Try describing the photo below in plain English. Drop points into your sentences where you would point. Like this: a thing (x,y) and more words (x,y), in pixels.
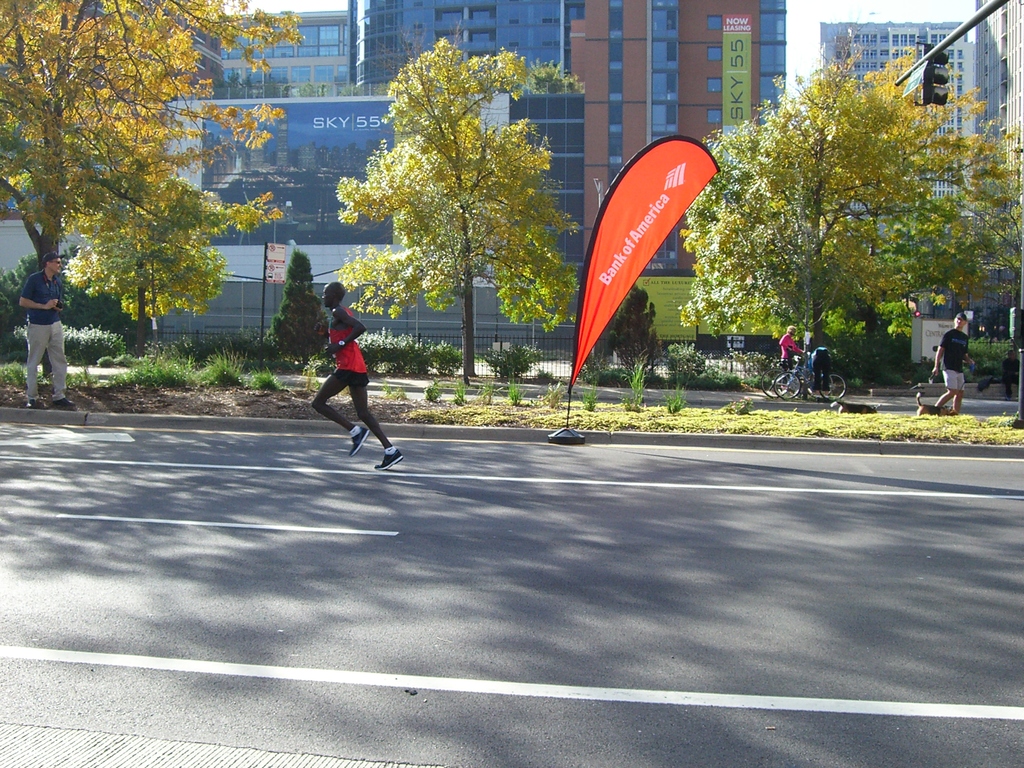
This is an outside view. Here I can see a person (356,376) running on the road (336,437) towards the left side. On the left side (33,331) there is a man (46,318) holding a camera (61,301) in the hand (48,307) and standing beside the road (72,481) facing towards the right side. On the right side (946,369) there is another man (950,361) walking by holding the belt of a dog (929,409). In the background (820,352) there are two persons (810,367) standing on the road (737,392) by holding the bicycles (811,386). Beside the road (369,444), I can see a flag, grass (582,425) and plants (548,405). In the background (486,194) there are many trees (807,196) and buildings (694,66). In the top right-hand corner (937,49) there is a traffic signal pole (937,67).
